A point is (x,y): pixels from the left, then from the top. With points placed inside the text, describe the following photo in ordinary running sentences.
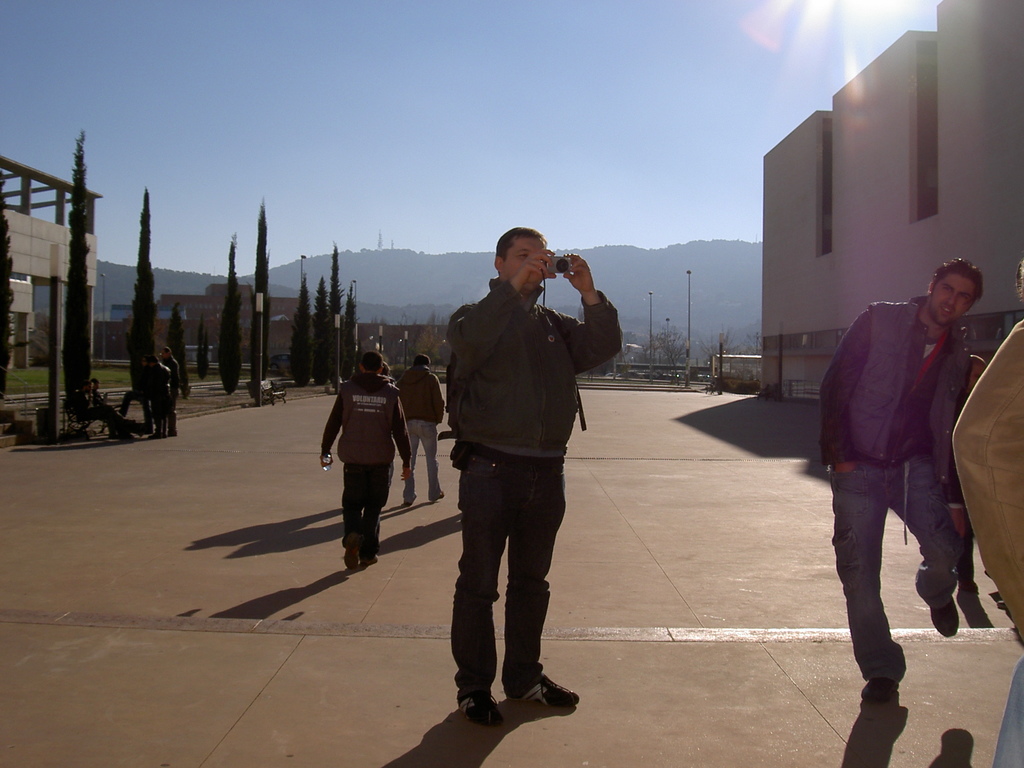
In the foreground of this image (401,407), there are few people (948,559) standing and walking where a man (495,432) is standing and holding a camera (562,266). Behind them, there are trees (144,316), poles (104,307), buildings (88,272) and few people (83,406) sitting on the bench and few (155,384) are standing beside it. In the background (265,283), there are buildings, trees (231,276), poles (687,302), cliffs (441,258) and the sky (446,122) and there are sun rays (840,43) at the top (814,61).
